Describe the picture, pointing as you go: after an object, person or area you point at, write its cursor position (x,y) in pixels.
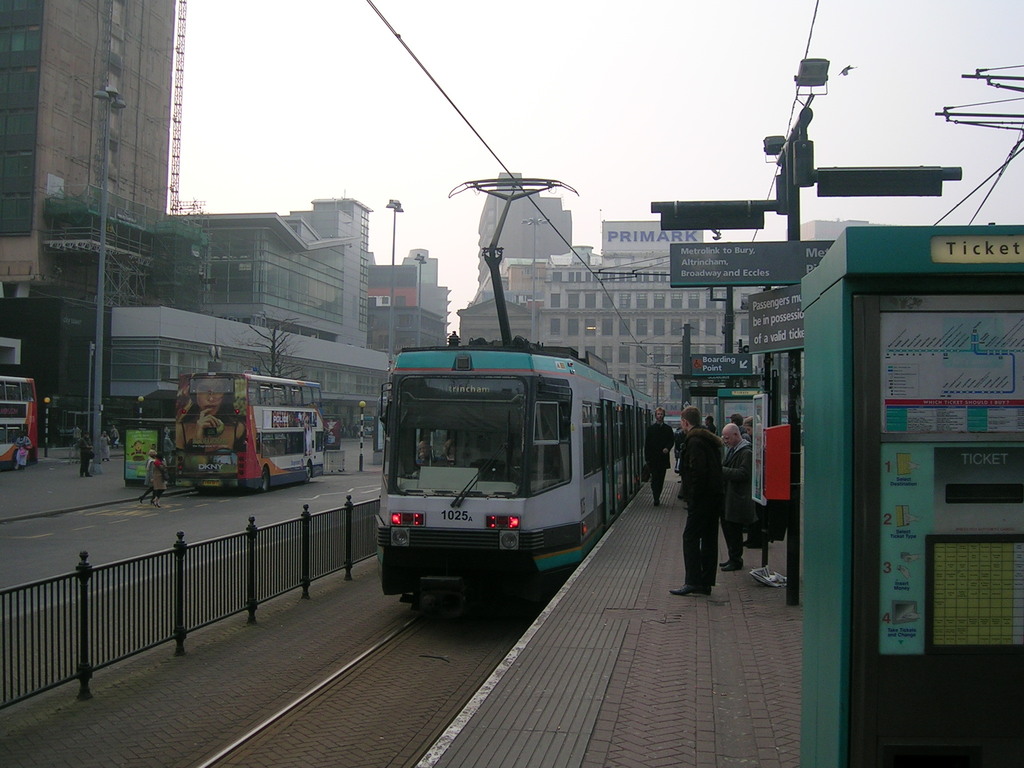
In this image, this looks like a tram (461,529), which is on the tramway track (438,667). I can see few people (685,461) standing on the platform (653,675). This looks like a double-decker bus (216,444), which is on the road (227,501). These are the buildings (350,287) with the glass doors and windows (589,334). I think this is a hoarding (620,235). These are the boards (771,291) attached to the poles (803,182). This looks like a ticket machine (946,515). I can see few people (161,486) walking. These are the kind of barricades (256,561). I think these are the street lights (416,257). This looks like a tree (281,349).
